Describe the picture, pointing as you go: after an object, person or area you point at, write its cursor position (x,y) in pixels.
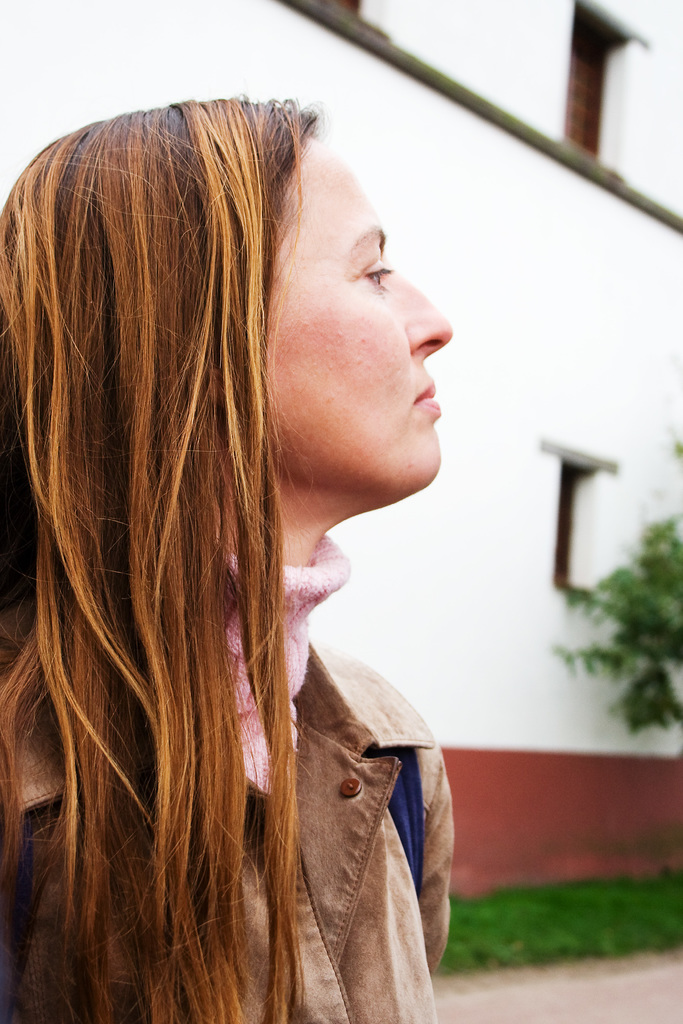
In this picture we can see a woman (174,775) on the path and behind the woman (237,834) there is a tree (638,677), grass (559,914) and a building (509,428).
